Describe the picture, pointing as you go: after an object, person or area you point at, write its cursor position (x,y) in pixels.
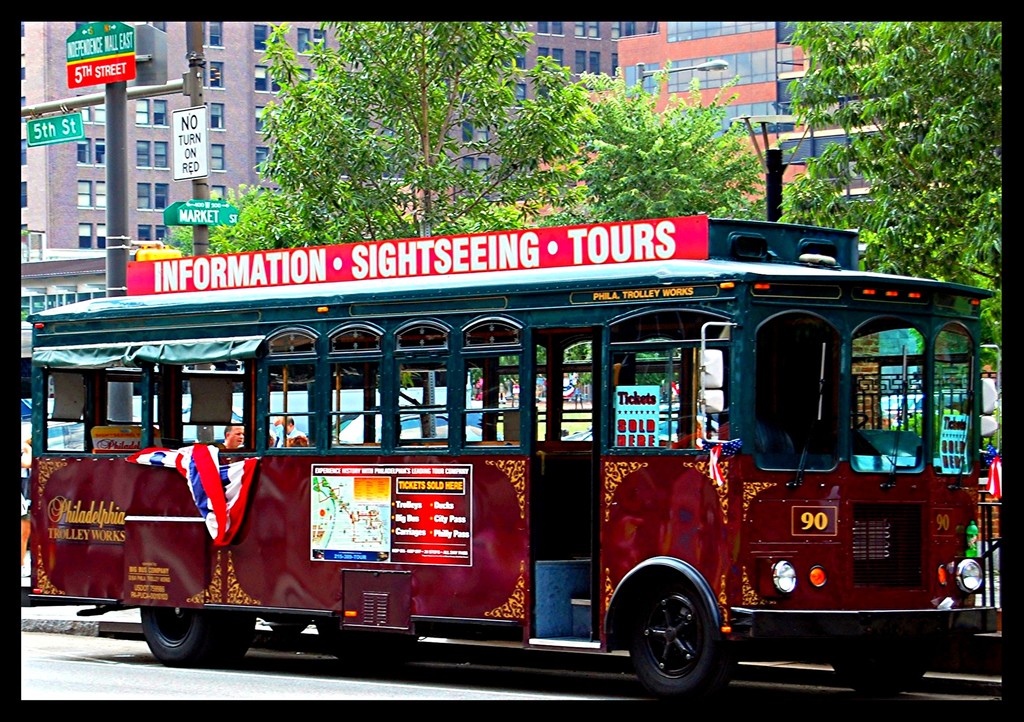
There is a vehicle (377,468) on the road (123,693). Here we can see boards (582,256), poles (116,246), and trees (328,185). In the background (614,58) there are buildings (241,136).
